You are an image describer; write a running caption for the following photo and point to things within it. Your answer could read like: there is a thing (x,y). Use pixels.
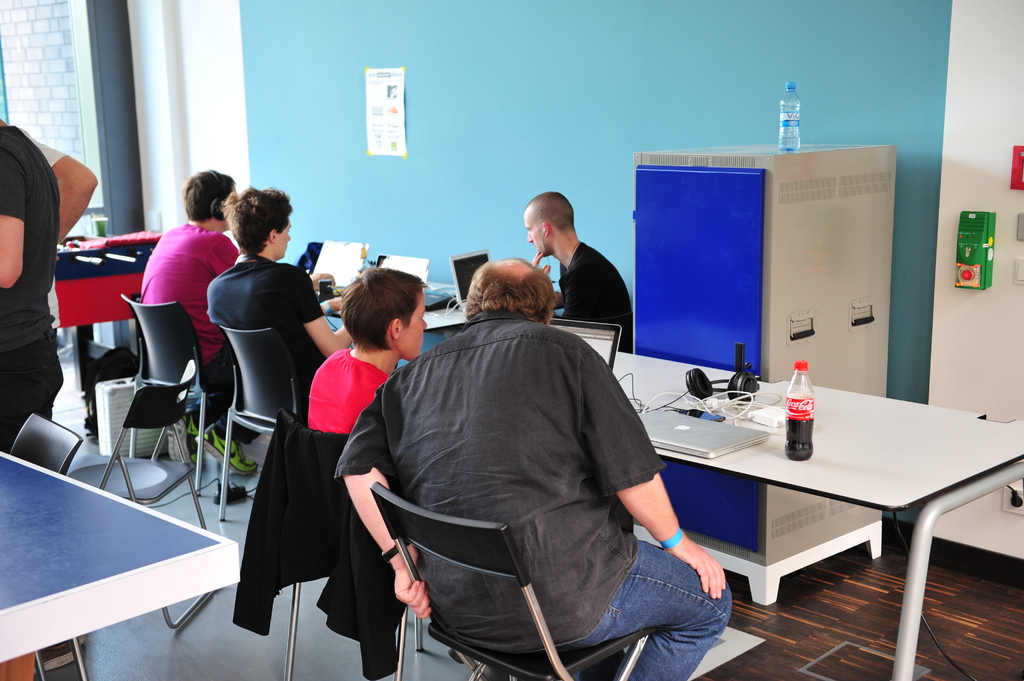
People (185,260) are sitting at different tables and working in their laptops (469,262).
